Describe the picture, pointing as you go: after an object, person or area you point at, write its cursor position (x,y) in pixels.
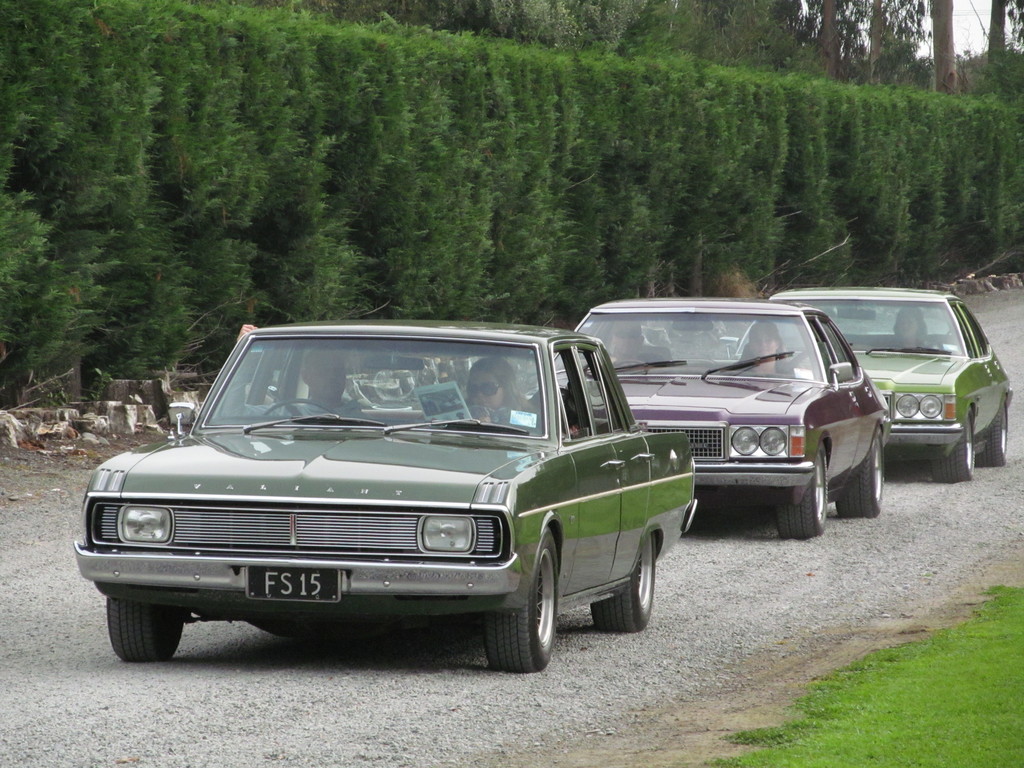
In this image we can see cars (664,421) on the road (709,600). In the background of the image (238,78) there are trees (131,161). At the bottom of the image (890,711) there is grass (750,753) and road (250,727).
